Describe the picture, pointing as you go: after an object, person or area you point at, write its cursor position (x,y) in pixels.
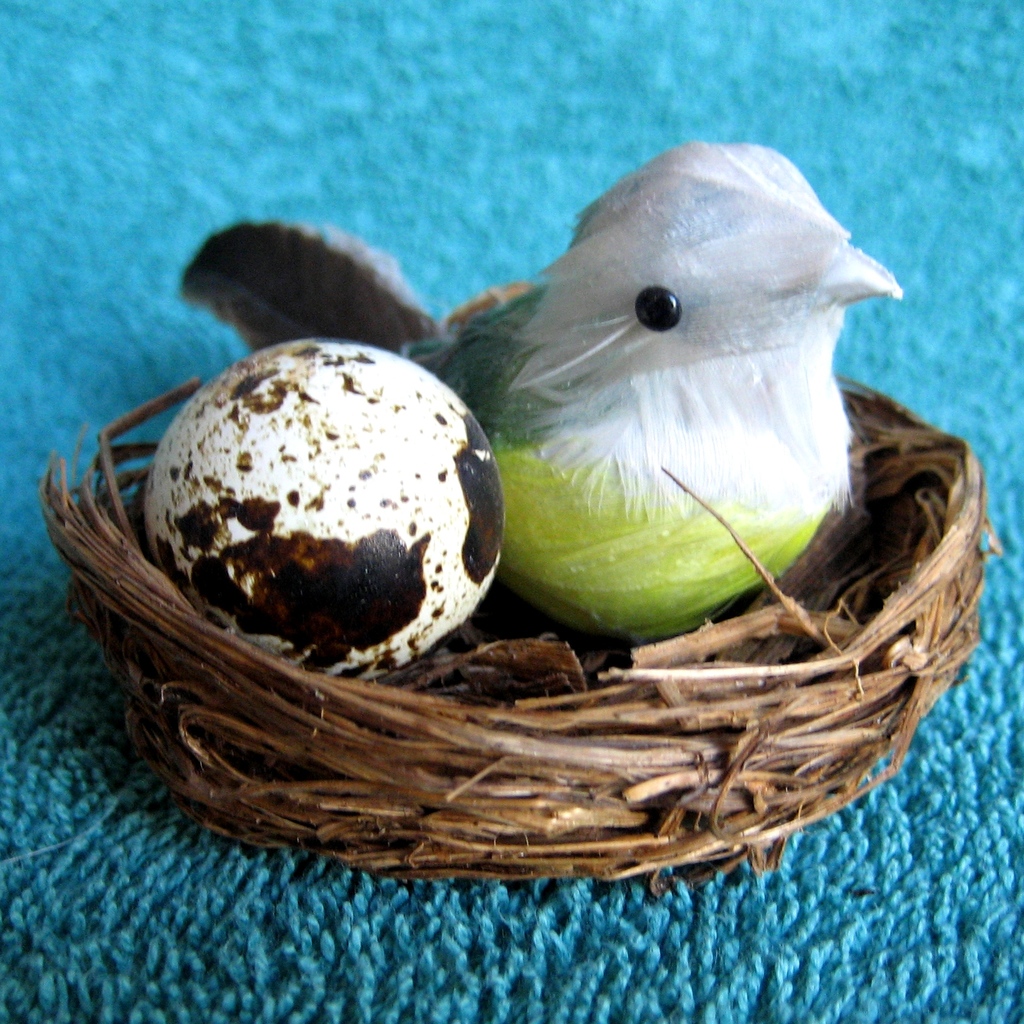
This image consists of an artificial bird (561,452) and an egg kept in a nest (429,660). The nest (424,832) is kept in a cloth (602,947) which is in blue color.
